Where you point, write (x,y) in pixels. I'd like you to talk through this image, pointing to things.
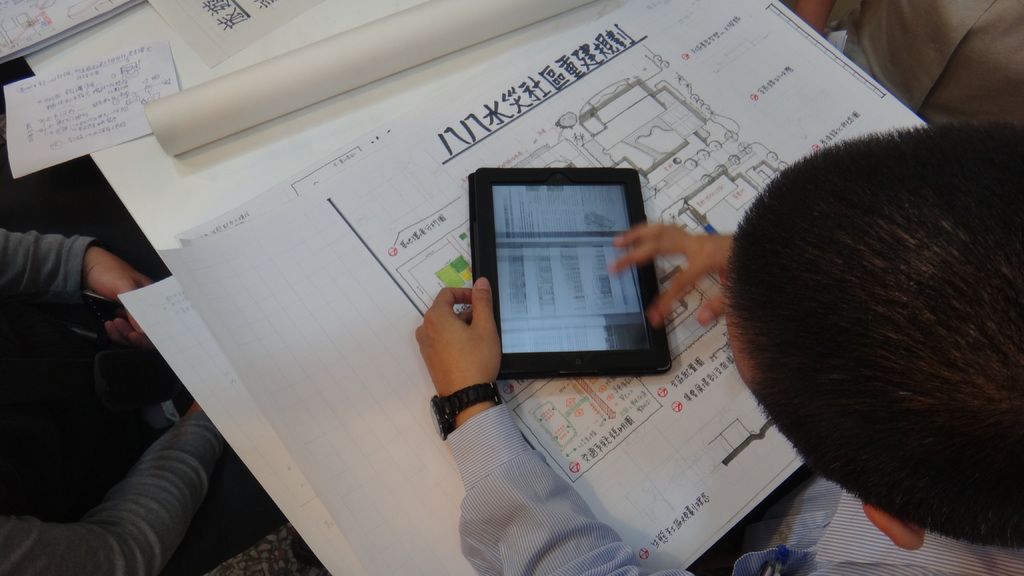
In this image we can see a person (490,326) using a ipad (579,292). There is a table (317,12) on which there are charts (290,286). To the left side of the image (31,560) there is a person (31,560).
